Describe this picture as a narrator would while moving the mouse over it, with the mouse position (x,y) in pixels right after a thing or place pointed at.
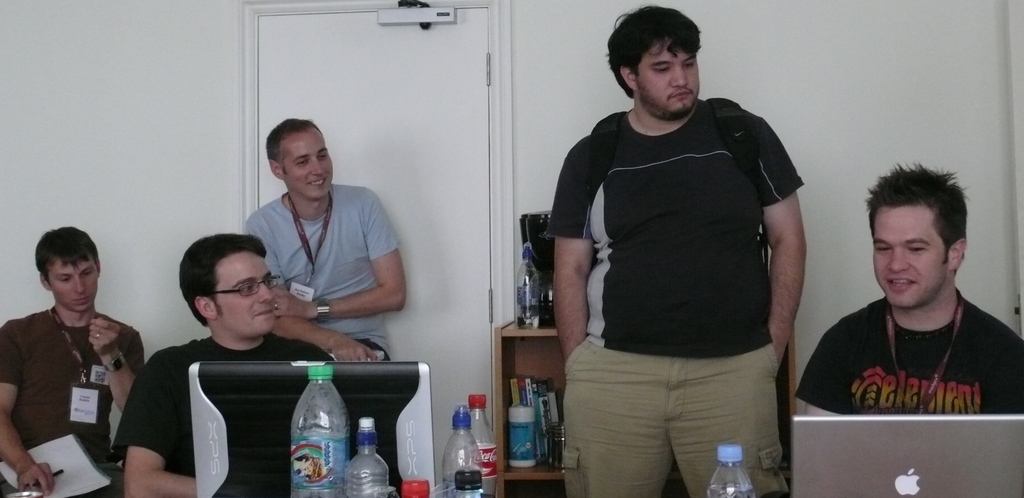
In this image I see 5 men (36,465), in which 3 of them are sitting and rest of them are standing. I can also see there are few bottles (307,486) and a rack (496,351) full of books (533,393). In the background (229,223) I see the wall (566,7) and the door (475,34).
